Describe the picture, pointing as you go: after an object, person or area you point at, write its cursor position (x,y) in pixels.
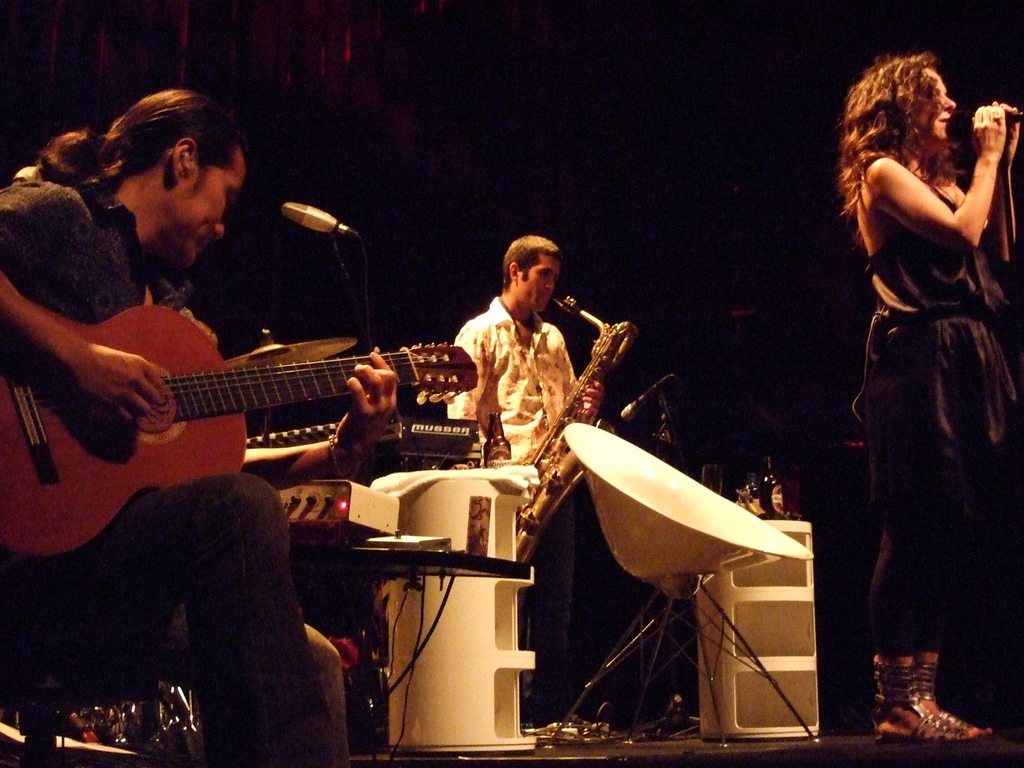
In this picture we can see three musicians (868,254), in the left side of the given image a man (167,501) is playing guitar (114,425), in the middle of the image (512,372) a person (564,370) is playing saxophone (566,455) in front of microphone (632,406) and a woman (884,278) is singing with the help of microphone (1013,115).
